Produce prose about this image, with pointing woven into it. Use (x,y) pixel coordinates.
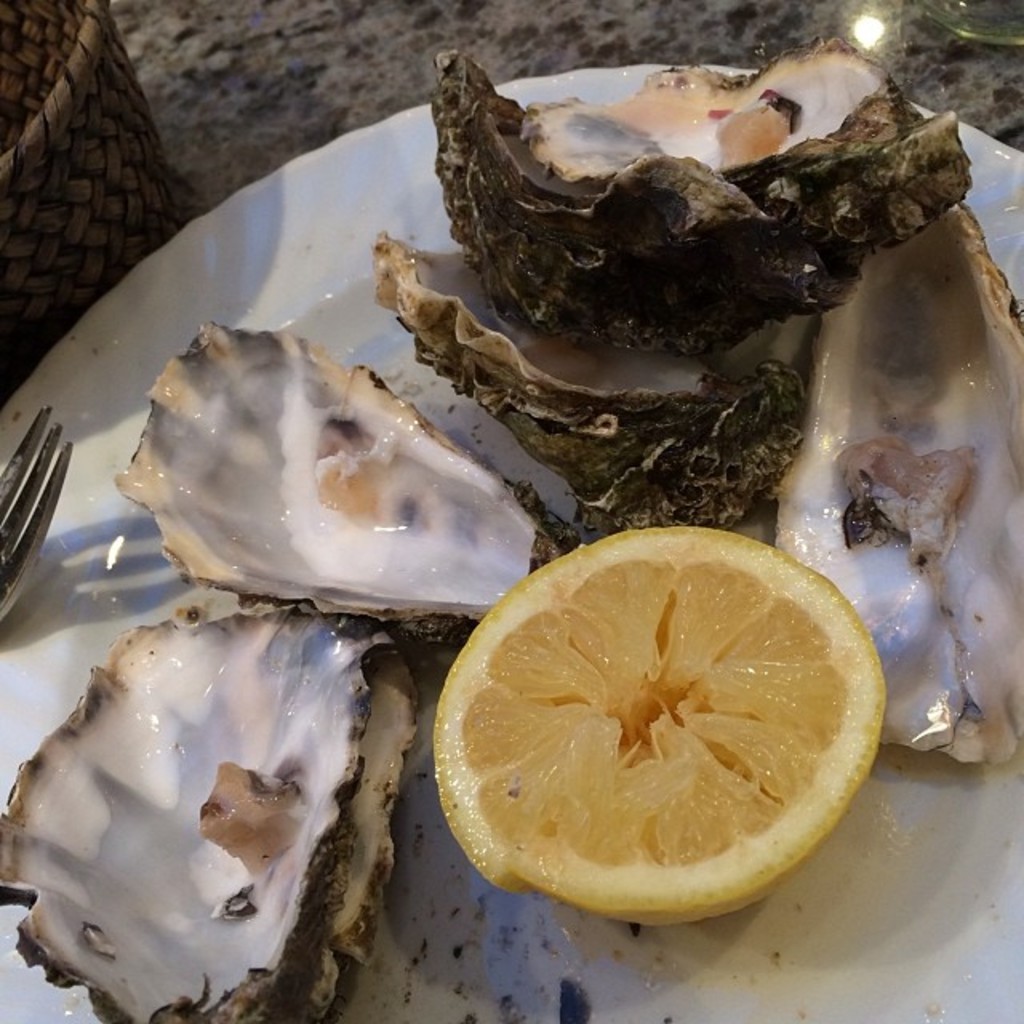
In this image there is a plate (849,889) on which there are shell fishes (571,426) and a lemon pieces (595,741) in the middle (651,660). On the left side (31,523) there is a fork (21,507). Beside the plate (153,311) there is a basket (92,162).
